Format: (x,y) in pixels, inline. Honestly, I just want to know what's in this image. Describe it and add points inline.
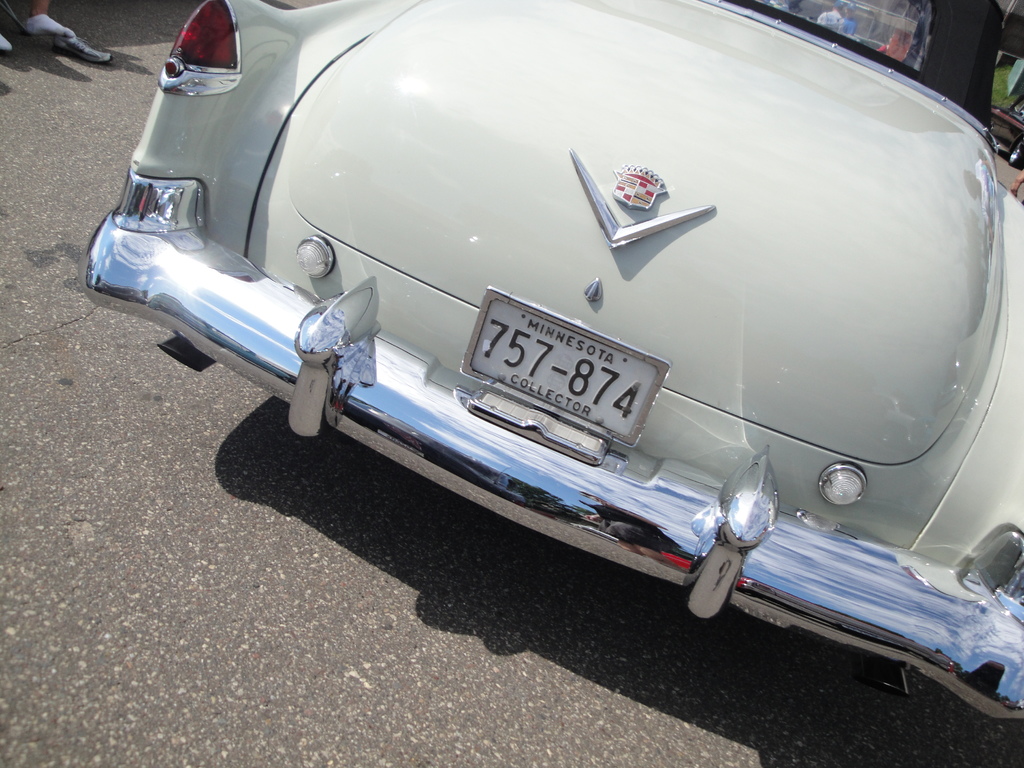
In this picture I can see a vehicle (600,295) on the road (210,438).
